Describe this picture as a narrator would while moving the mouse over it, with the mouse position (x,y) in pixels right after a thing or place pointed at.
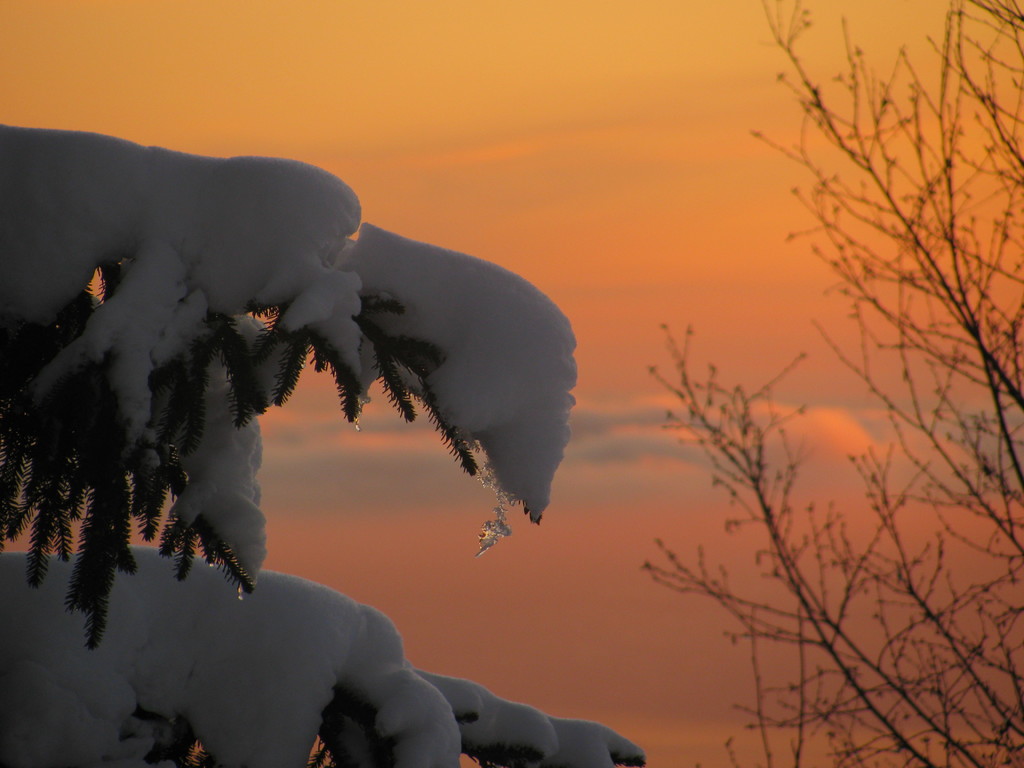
In this picture there are trees (906,697) and there is snow (365,260) on the tree (3,495). At the top (526,109) there is sky (567,114) and there are clouds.
